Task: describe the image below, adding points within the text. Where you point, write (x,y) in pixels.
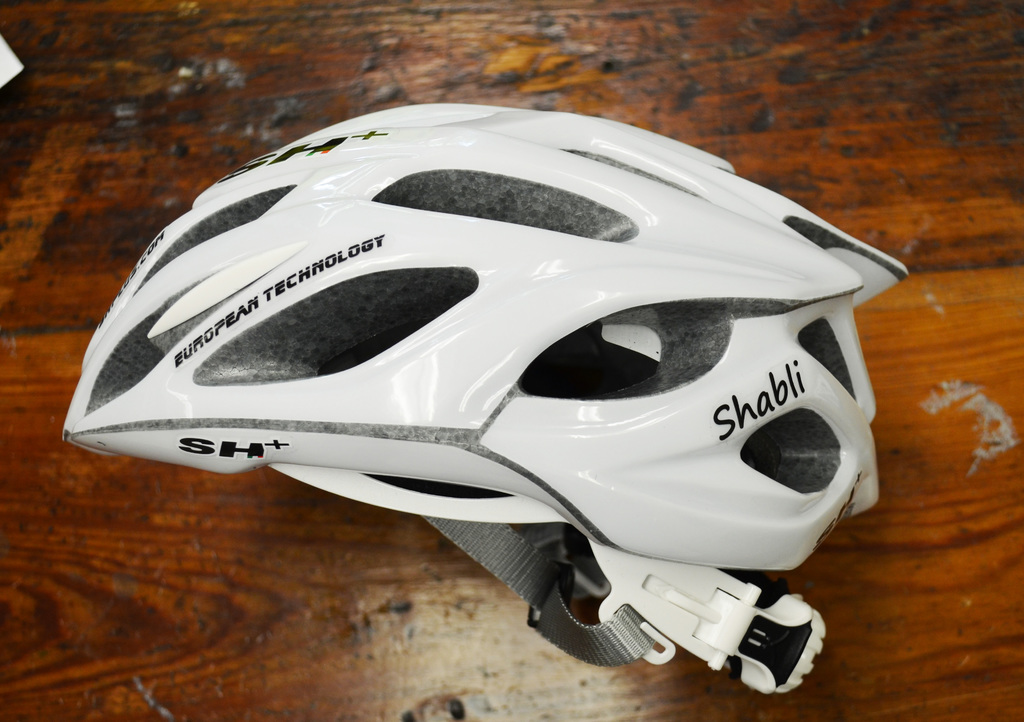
As we can see in the image there is a table (892,203). On table (411,42) there is a white color helmet (541,290).
